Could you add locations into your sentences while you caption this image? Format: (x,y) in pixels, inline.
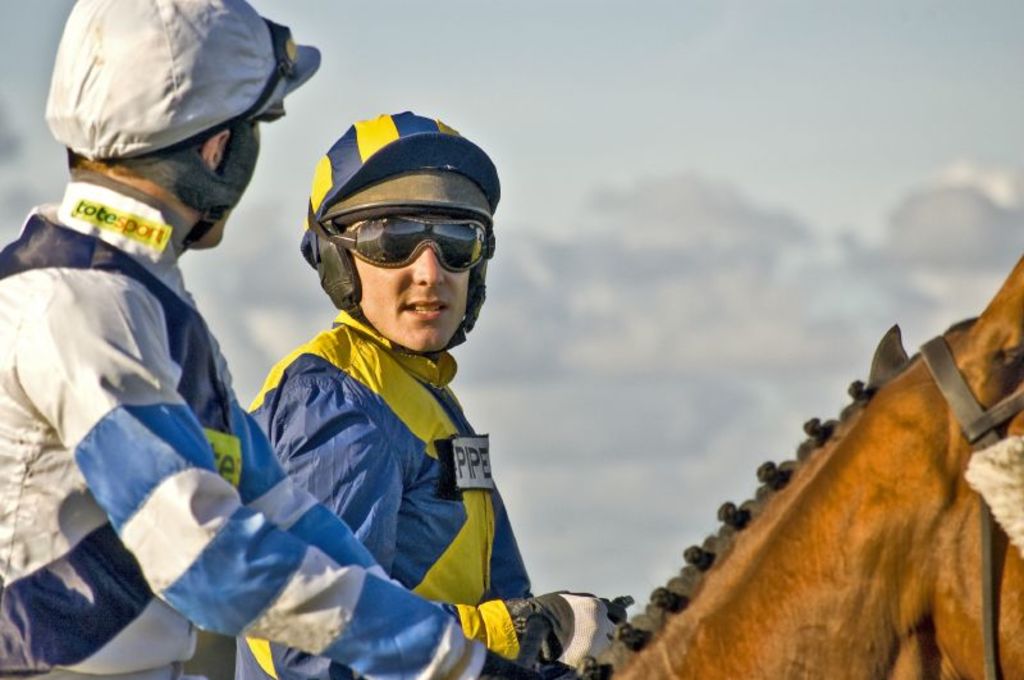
In this image there are two persons (424,389) and an animal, and there is blur background (709,53).
